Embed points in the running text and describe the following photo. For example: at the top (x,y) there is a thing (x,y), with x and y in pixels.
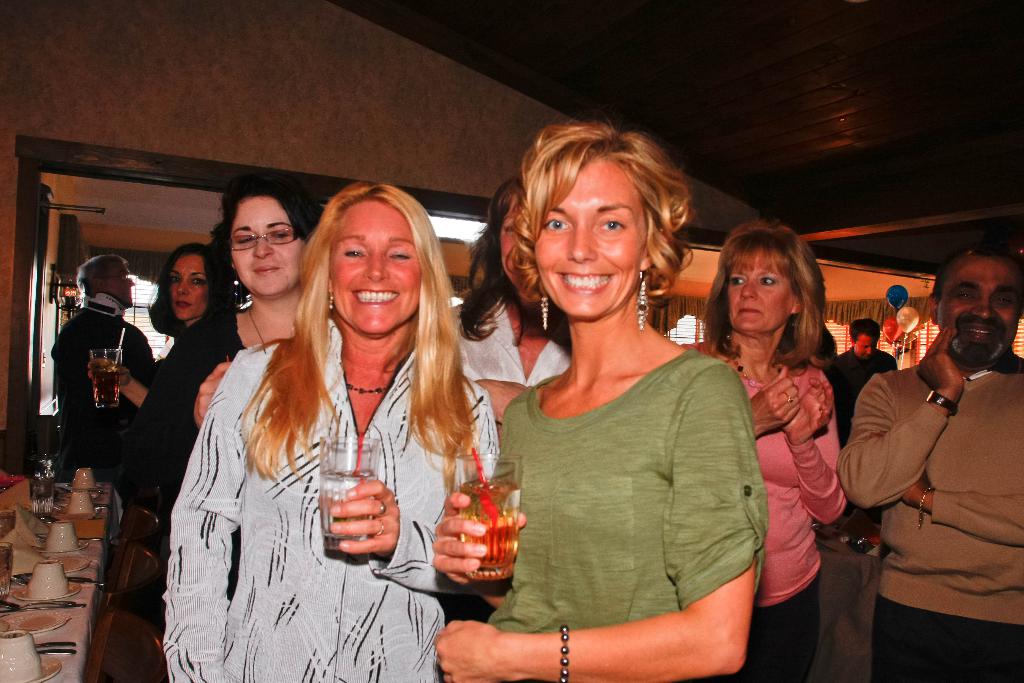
In this image, there are a few people (729,455). We can see a table (77,543) covered with a cloth (72,610) and some objects (38,647) like plates (26,620) and bowls (62,567) are placed on it. We can see the wall (240,80) with some objects (25,144). We can also see some curtains (917,300) and the window blind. We can also see the roof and some balloons (903,295).
